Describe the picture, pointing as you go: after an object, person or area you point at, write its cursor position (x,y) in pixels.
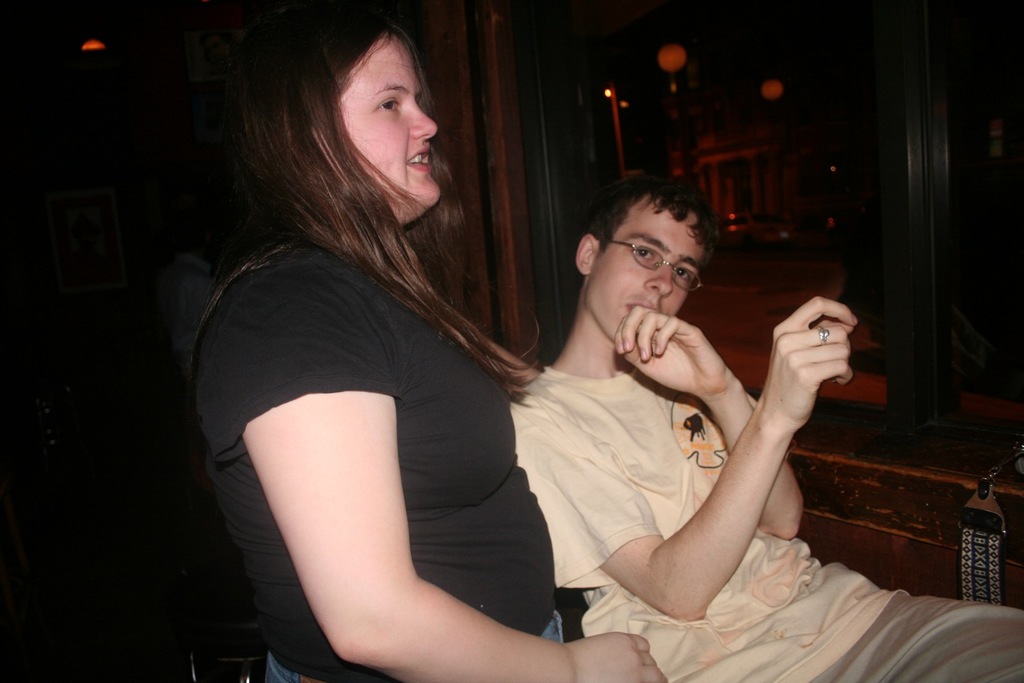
In this image we can see a boy (684,208) and a girl (342,442). In the background (161,515) the image is not clear to describe the objects (758,28).
